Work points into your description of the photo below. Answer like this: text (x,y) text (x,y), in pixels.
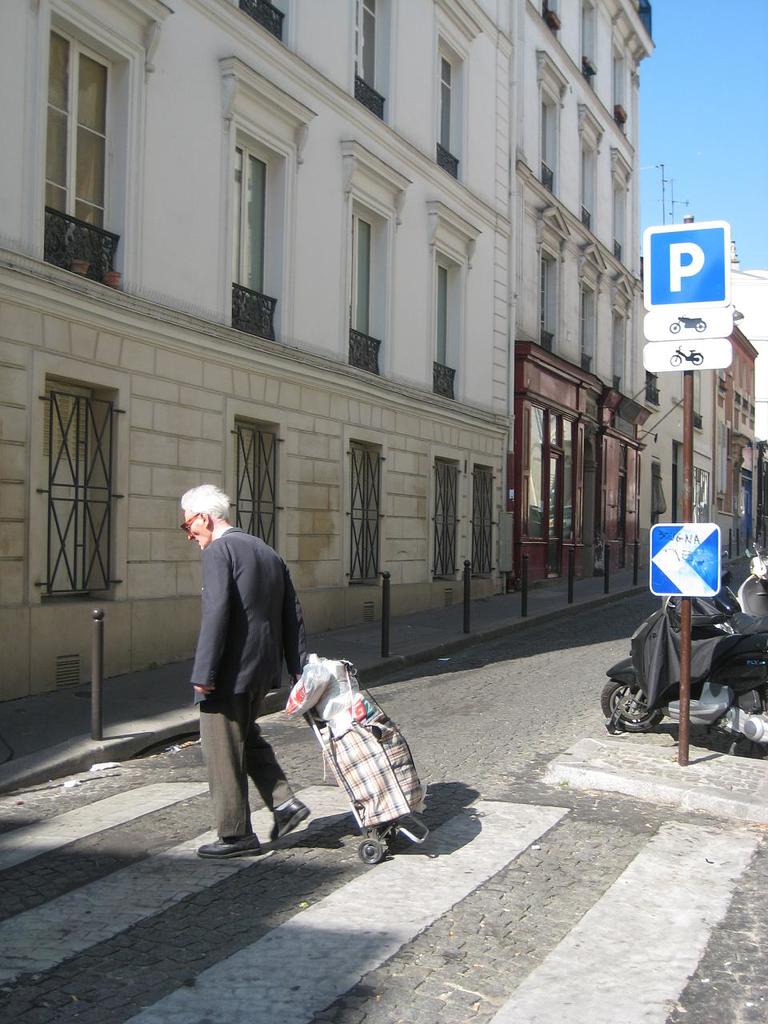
In the center of the image (278,635) we can see one person (281,667) is walking on the road (306,729) and he is wearing glasses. And we can see he is holding some objects (340,721). In the background (502,156), we can see the sky (709,179), buildings (640,360), windows (384,304), fences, vehicles (747,641), poles (687,505), sign boards (700,576) and a few other objects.
